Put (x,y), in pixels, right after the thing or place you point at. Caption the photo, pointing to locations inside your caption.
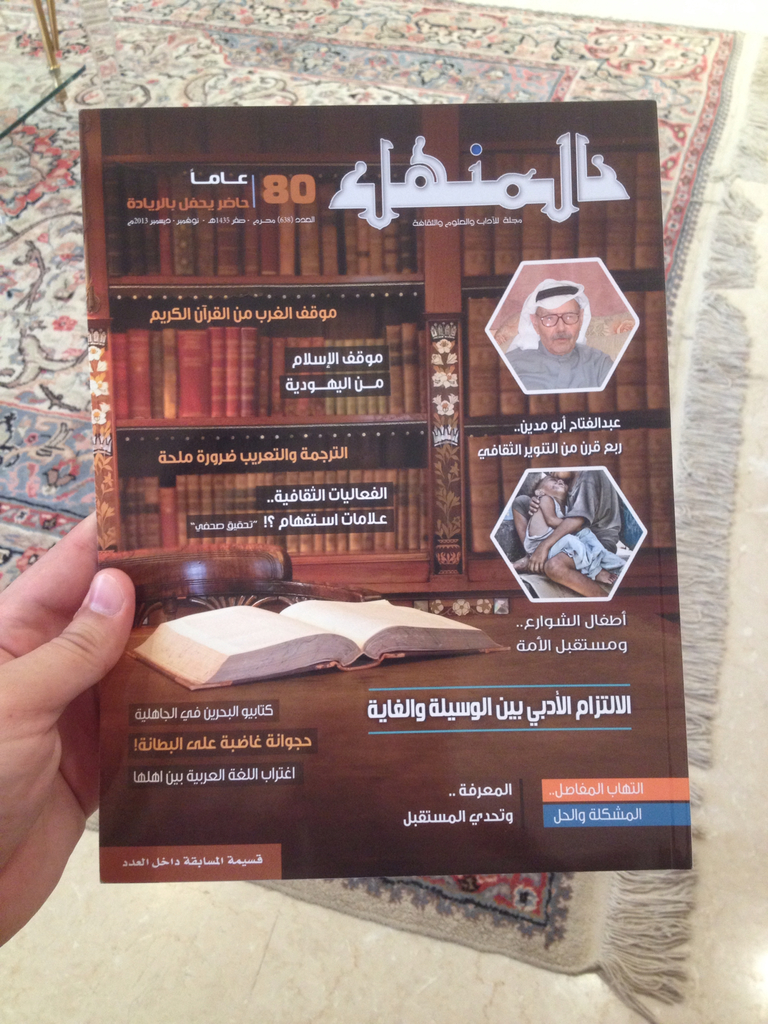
In this image we can see the person (109,618) holding a book (333,789). In the book (312,614) there is a text (470,705) with image (207,410). And at the ground (641,93) there is a cloth (173,32) and an object (48,76).
